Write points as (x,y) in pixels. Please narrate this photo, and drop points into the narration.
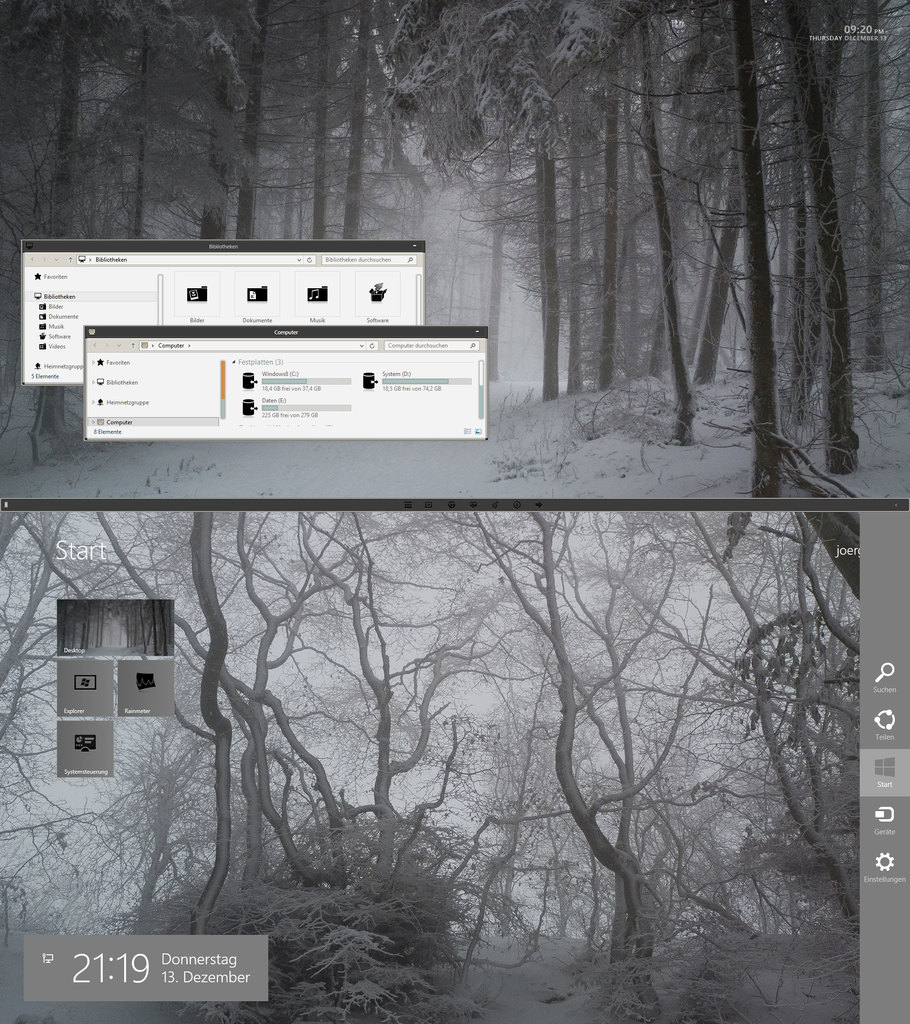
It is the collage image there are two pictures of the desktop screen (476,795). In the first picture there are two windows (309,408) popping up and in the second image there is a home screen picture (267,664) with start option (92,560).
